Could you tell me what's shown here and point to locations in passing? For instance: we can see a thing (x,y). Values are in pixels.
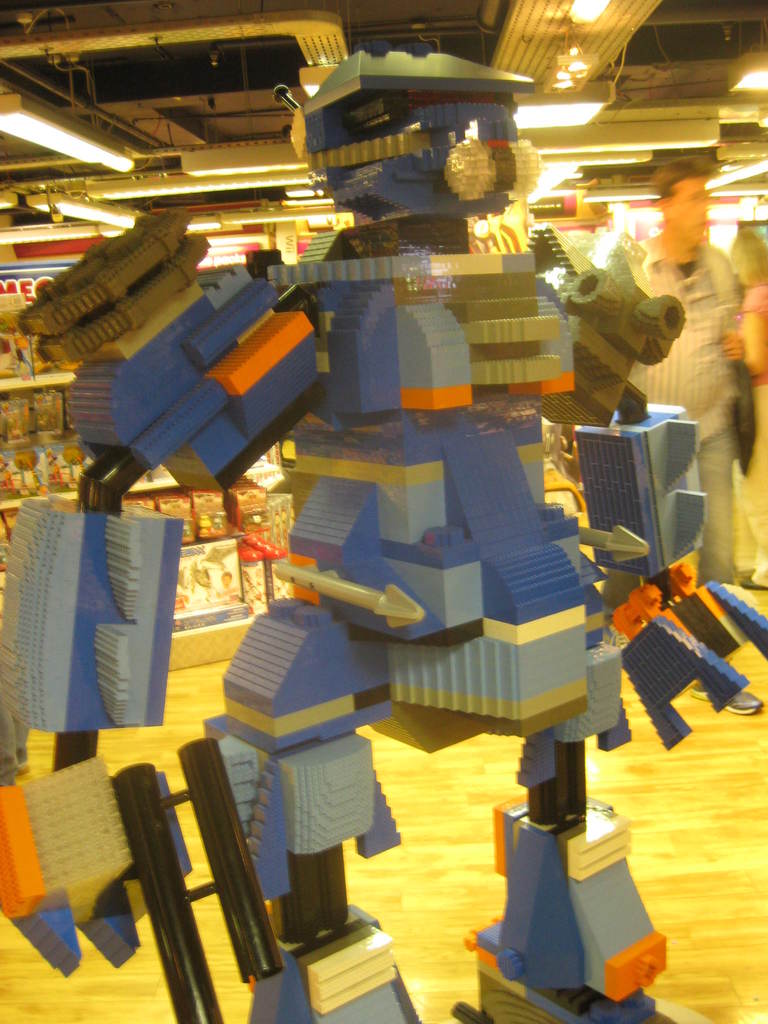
In this picture I can see Lego toy (391,589) in the foreground (422,705). I can see people (704,316) on the right side (720,323). I can see toys (222,537) on a rack shelf (231,534) in the background (225,545). I can see light arrangements (564,88) at the top (561,62).
